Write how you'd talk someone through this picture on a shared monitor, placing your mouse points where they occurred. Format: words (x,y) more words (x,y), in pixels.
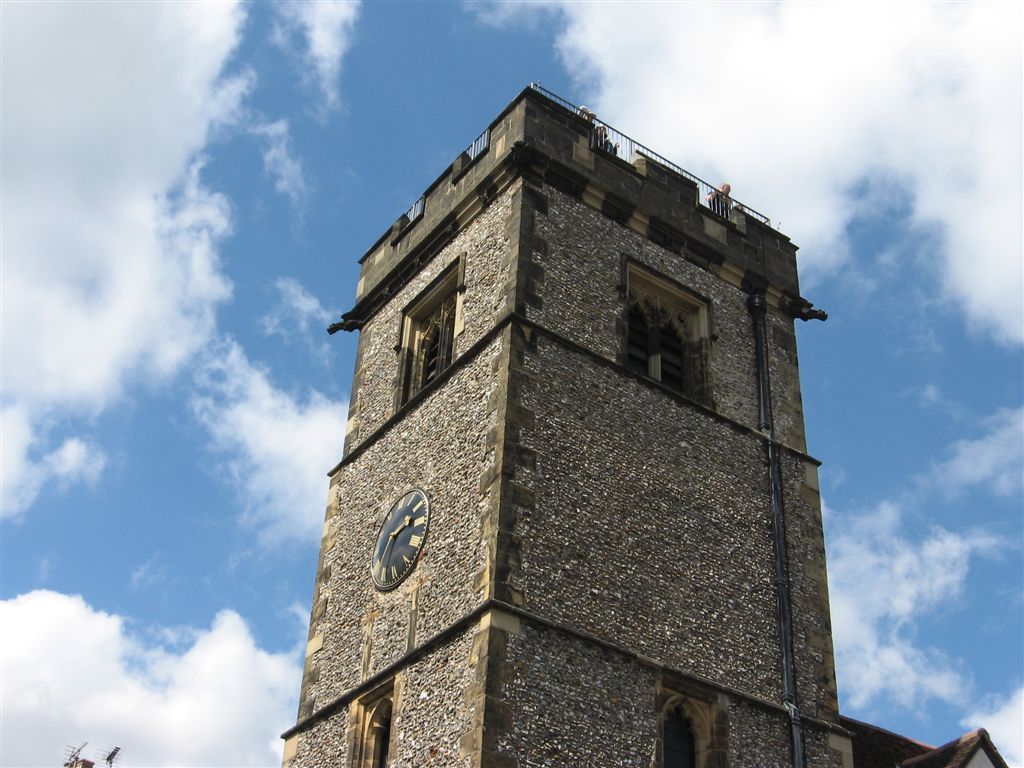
In this picture I can see a clock tower (632,395) with windows (685,357), and in the background (205,697) there is the sky (910,461).
